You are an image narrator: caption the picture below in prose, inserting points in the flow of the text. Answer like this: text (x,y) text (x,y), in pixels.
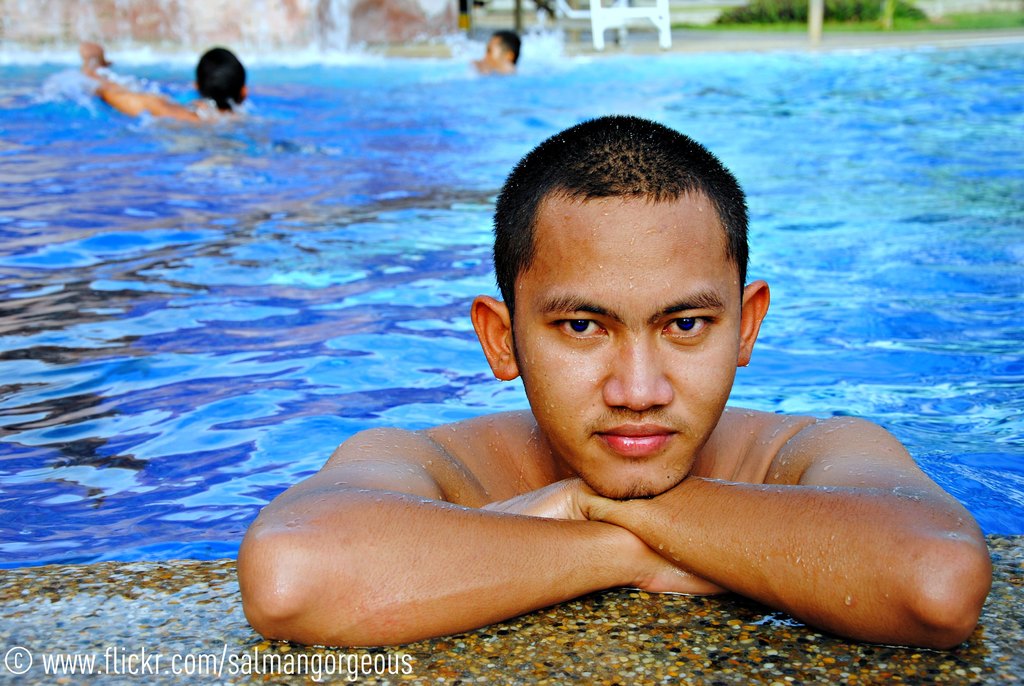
In this image I can see water (143,147) and in it I can see few people (525,250). I can also see this image is little bit blurry from background (774,8) and here I can see watermark (393,671).
